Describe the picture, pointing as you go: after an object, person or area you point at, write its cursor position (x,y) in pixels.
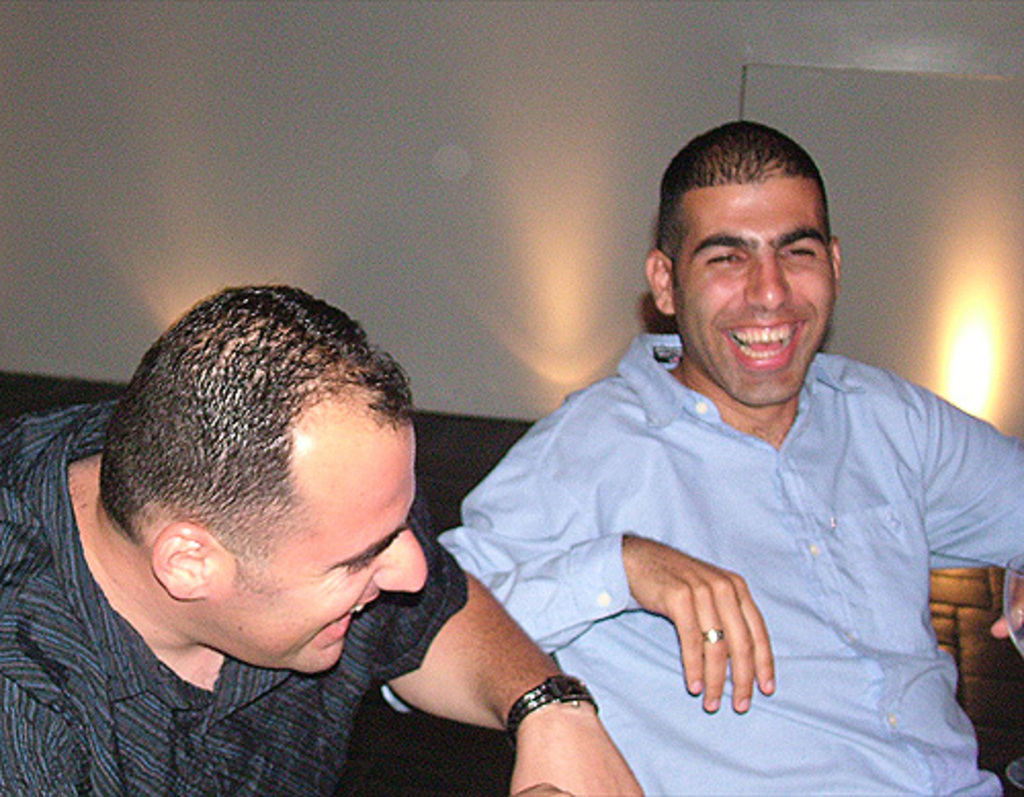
In this image there are two persons (215,440) smiling, and there is wall (434,42).
